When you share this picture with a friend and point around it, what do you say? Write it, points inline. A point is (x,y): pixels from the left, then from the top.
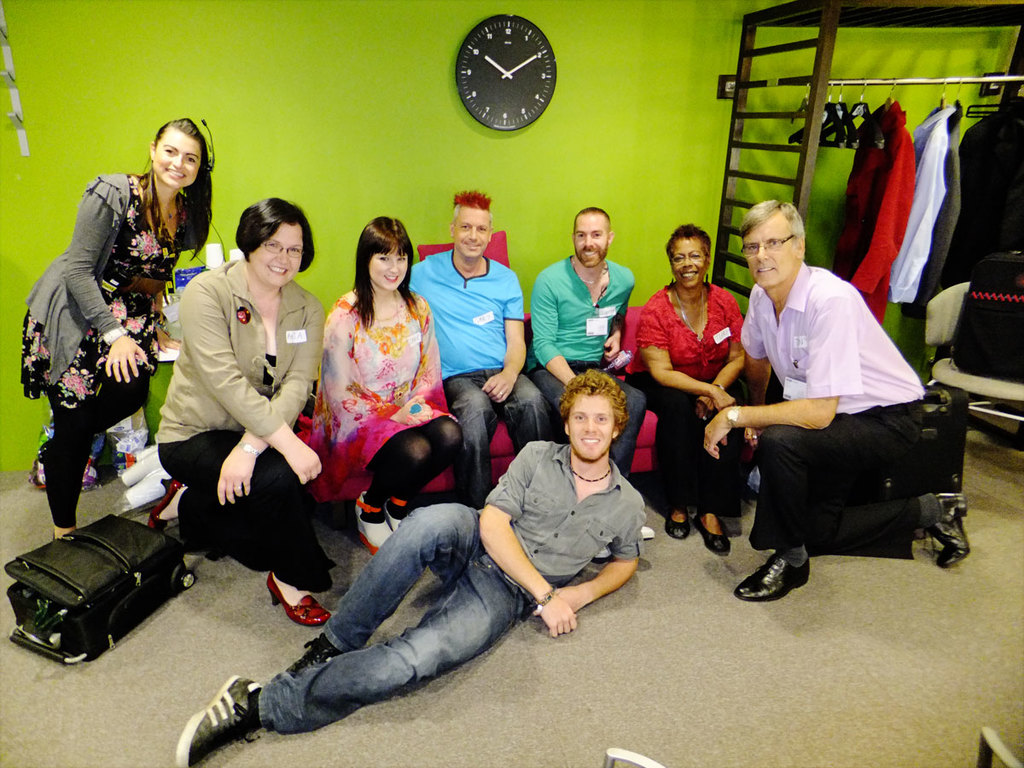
In this picture we can see many people (557,536) in a room (234,575) looking and smiling at someone. In the background (969,177), we can see a wall clock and clothes (869,188).
